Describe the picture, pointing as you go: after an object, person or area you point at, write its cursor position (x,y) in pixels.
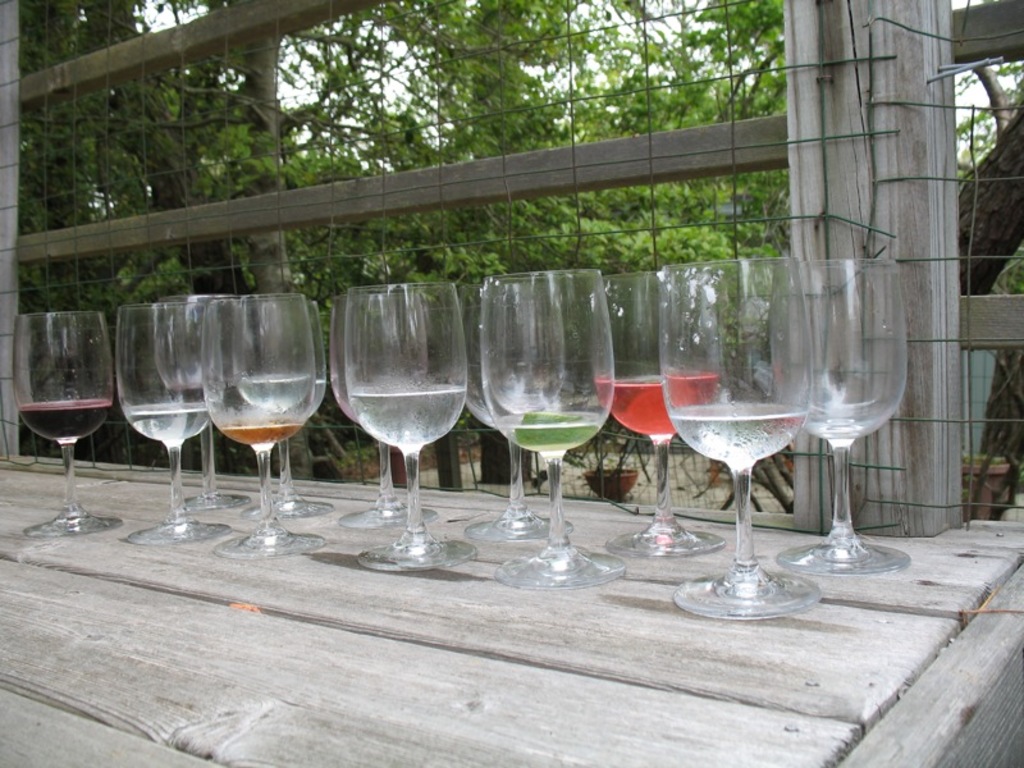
In this image I can see many wine glasses (532,431) with drink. These are on the wooden surface (452,656). In the background (329,305) I can see the net (397,250), flower pots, many trees (394,105) and the sky (371,22).
